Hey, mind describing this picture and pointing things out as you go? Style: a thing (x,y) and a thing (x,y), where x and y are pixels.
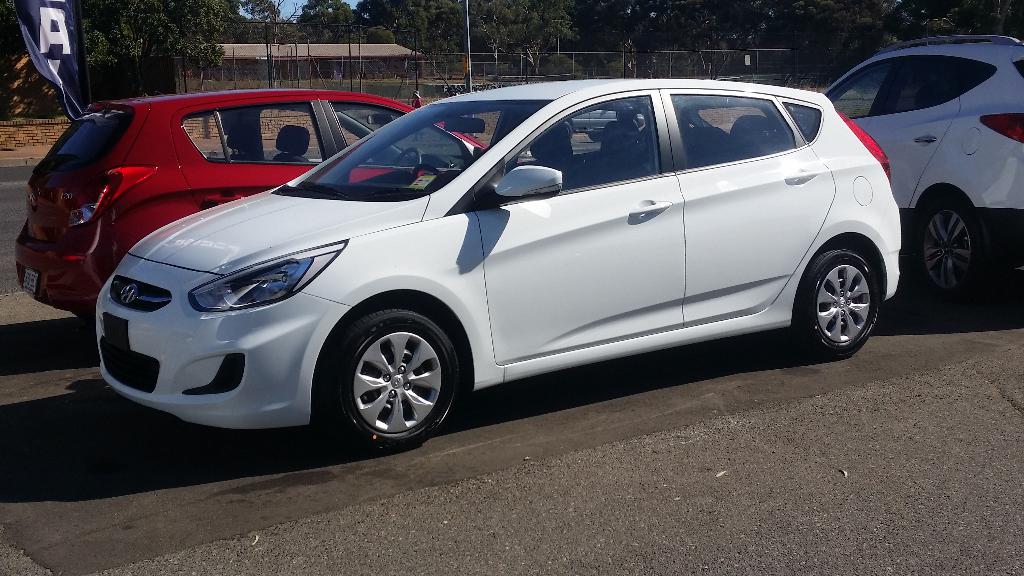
In this picture we can see few cars (407,402) on the road (617,481), in the background (57,14) we can find a flag (68,87), fence (261,71), metal rods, trees (333,35) and a house (352,68).
